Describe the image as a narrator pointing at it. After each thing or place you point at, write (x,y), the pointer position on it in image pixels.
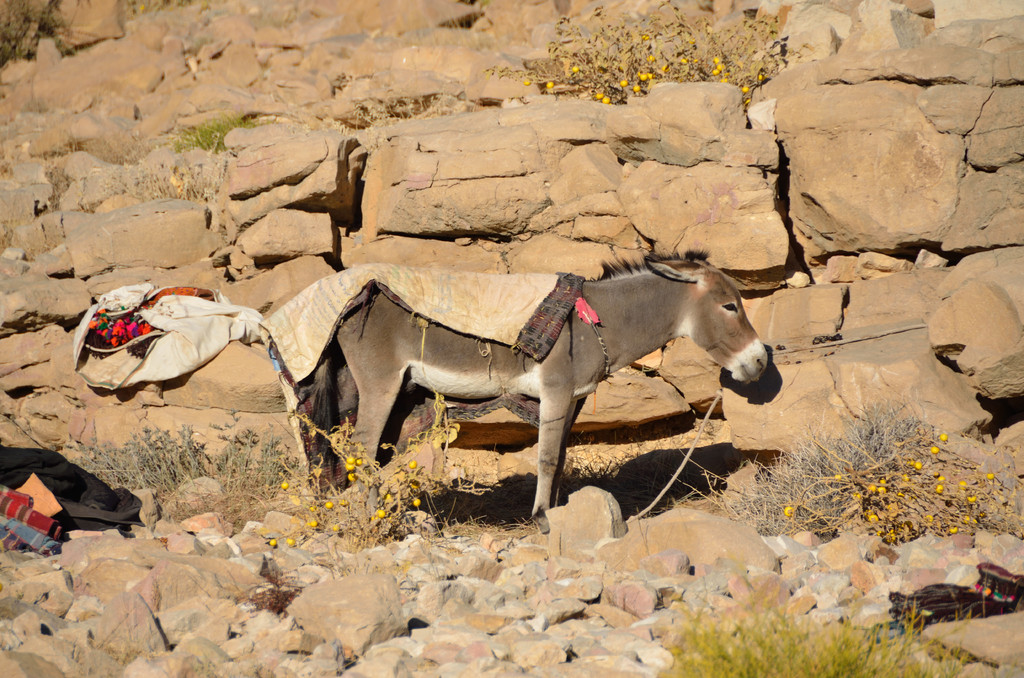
This picture is clicked outside the city. In the center (510,363) there is a donkey (660,342) standing on the ground (513,528) and we can see the stones (514,619), plants (736,500) and some other objects (195,305).
